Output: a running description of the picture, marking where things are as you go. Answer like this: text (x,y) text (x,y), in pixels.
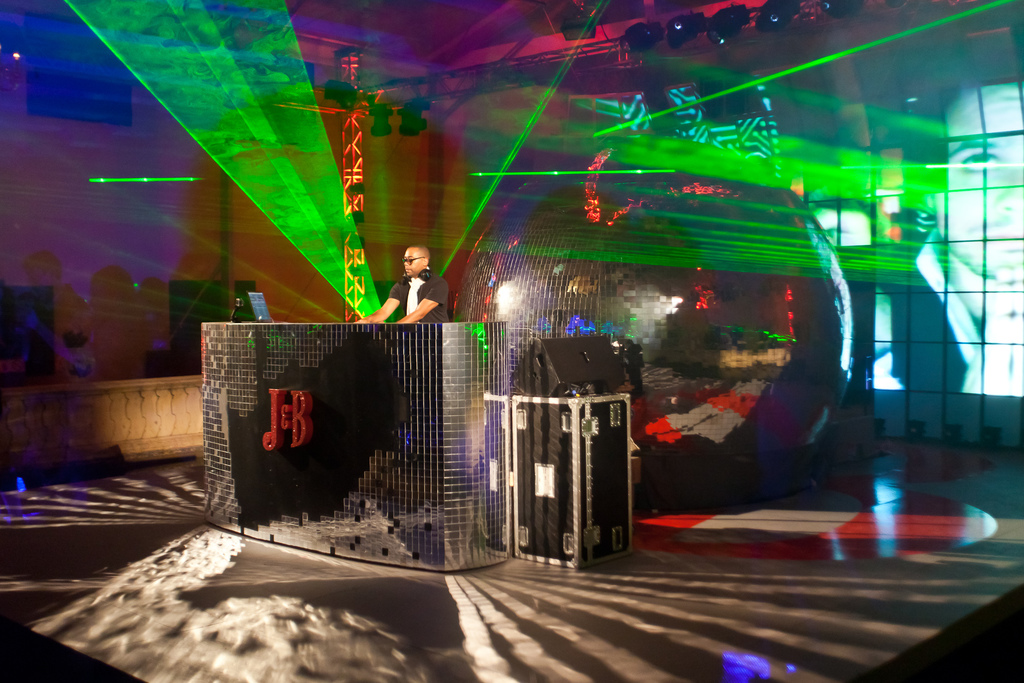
In this picture I can see a table (268,334) on which we can see a laptop (263,309) and also we can see a person (411,305) standing and wearing headphones (421,272), behind we can see some light focuses (283,143).
